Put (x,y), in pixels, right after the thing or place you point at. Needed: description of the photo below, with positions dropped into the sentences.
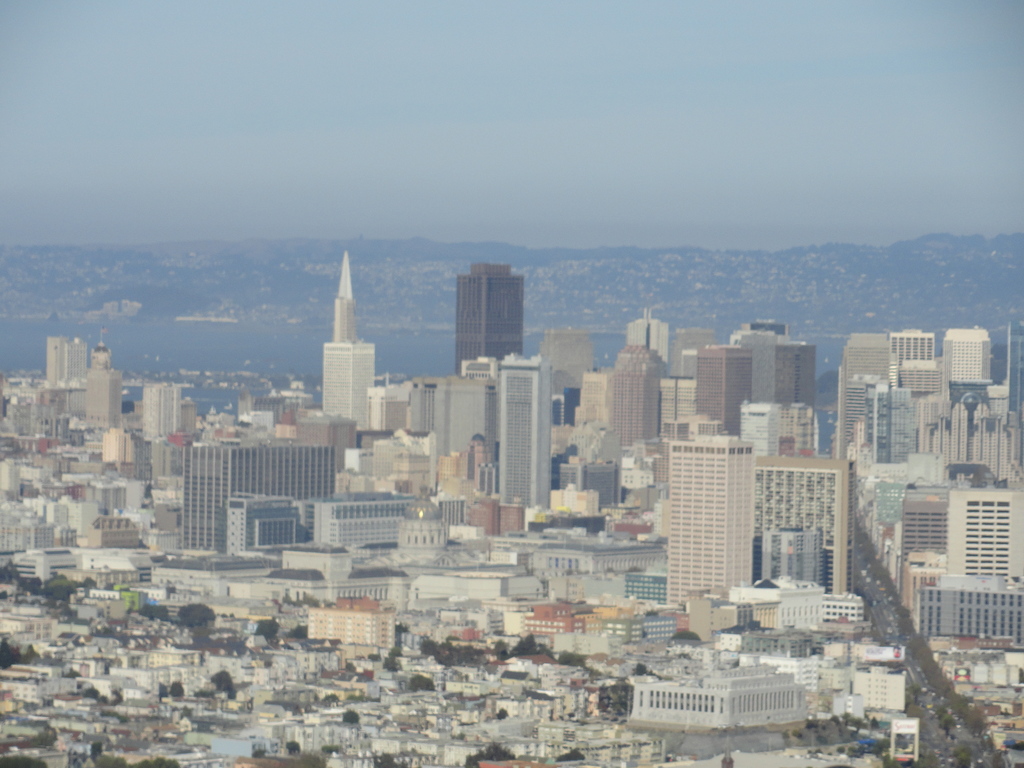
In this image we can see buildings (240,477), road (943,761), vehicles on the road (926,677). In the background of the image (461,254) there are mountains (414,264), sky (334,216) and water (151,332).
